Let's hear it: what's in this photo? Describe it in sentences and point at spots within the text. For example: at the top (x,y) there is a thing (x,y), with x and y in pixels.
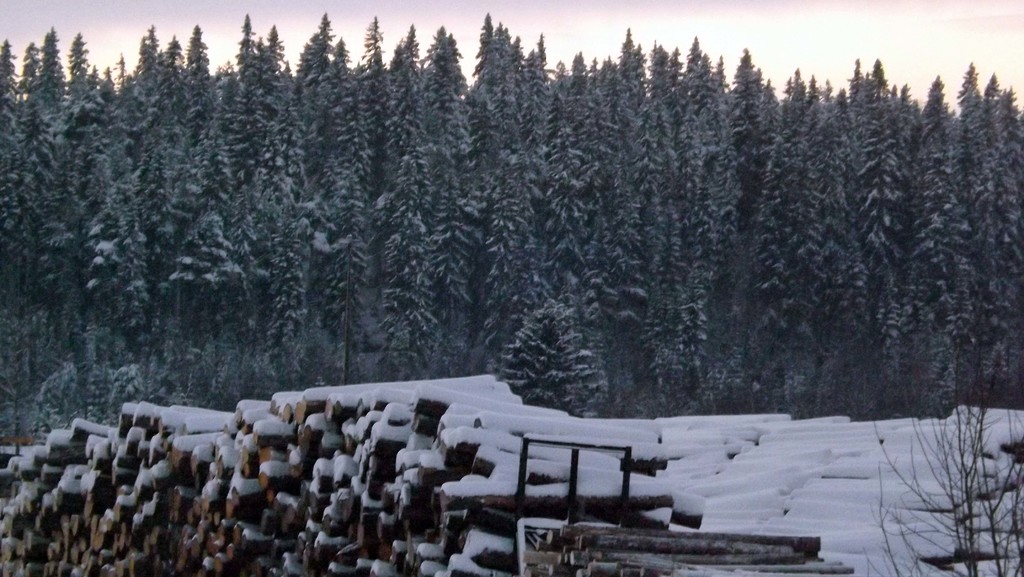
In this image, we can see some wooden objects (374,455) covered with snow (476,475). In the background (630,115), we can see some trees (665,213). On the top (966,41), we can see the sky (1017,65).
